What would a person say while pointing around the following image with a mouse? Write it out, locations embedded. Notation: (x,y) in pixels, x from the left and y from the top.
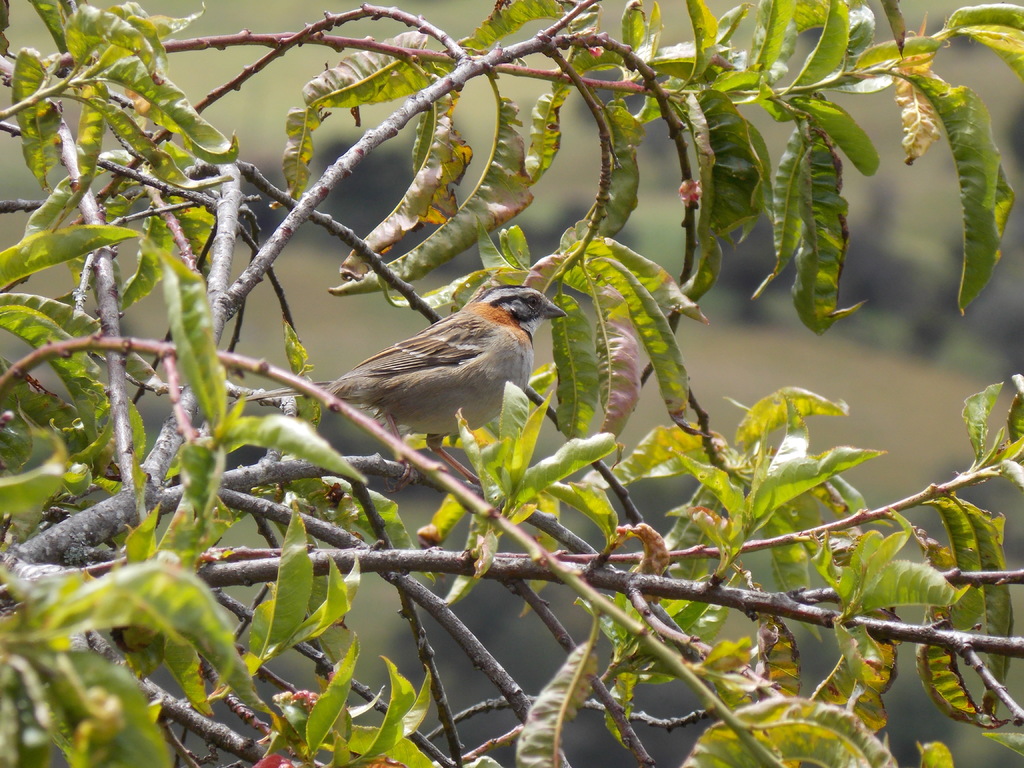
In this picture we can see a bird (433,445) and a tree (308,565) and in the background (742,378) we can see it is blurry.
